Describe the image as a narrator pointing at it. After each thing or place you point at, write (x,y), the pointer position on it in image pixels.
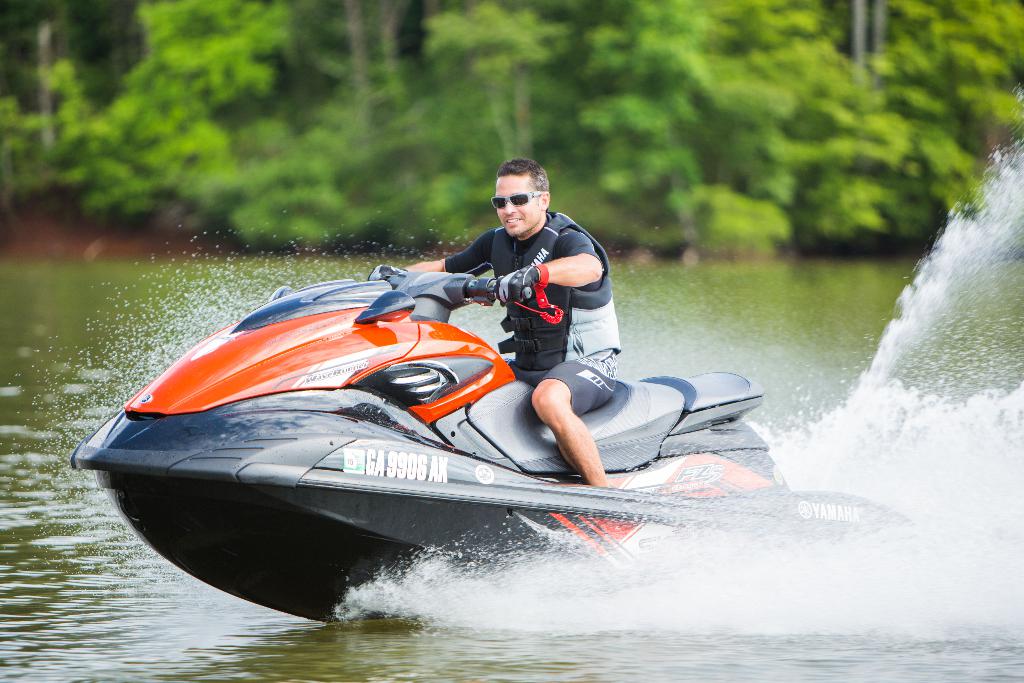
In this image we can see a jet ski (496,365) on the water (488,579). There is a man (519,373) sitting on the jet ski (525,463). In the background (267,52) there are trees (452,197).
